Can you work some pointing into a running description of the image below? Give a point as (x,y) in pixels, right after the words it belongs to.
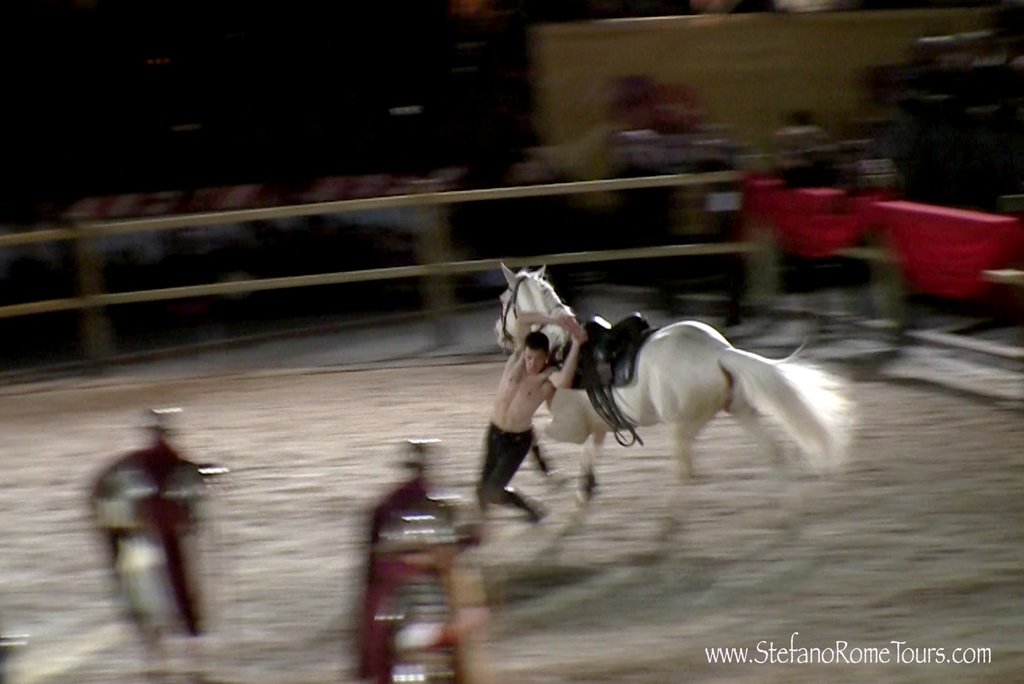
In this image I can see a man (528,383) in the centre (516,416) and behind him I can see a white colour horse (655,368). On the right side of this image (1001,232) I can see few red colour clothes (837,245) and I can see this image is little bit blurry. On the bottom right side of this image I can see a watermark (750,656).
